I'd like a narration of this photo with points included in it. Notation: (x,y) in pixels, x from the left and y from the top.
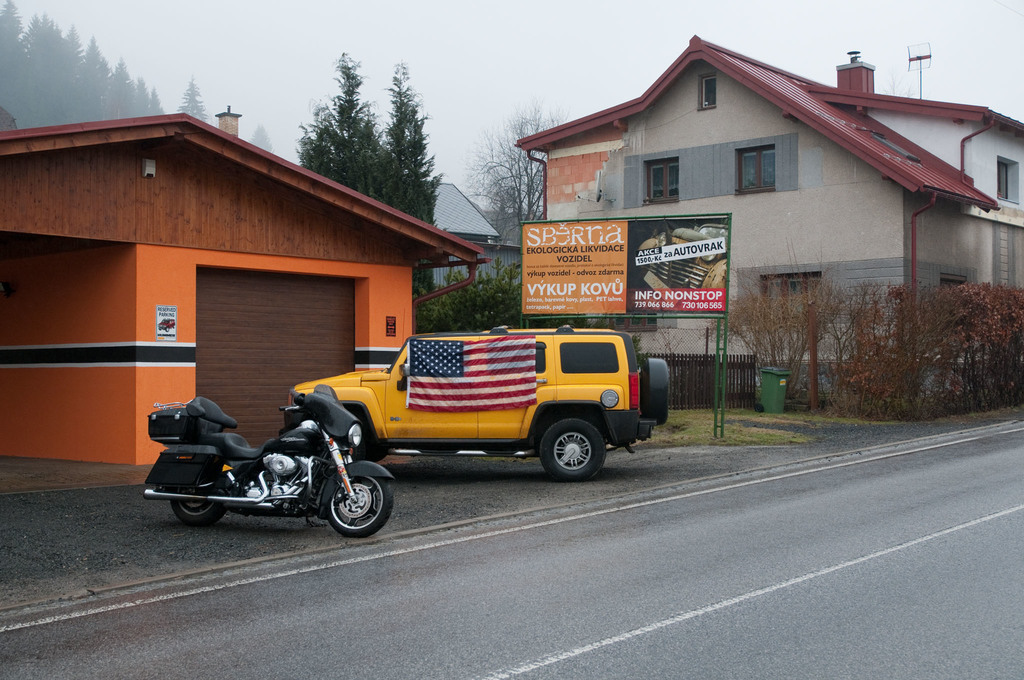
At the foreground of the image (749,555) there is road (640,580) on which there is motorcycle (263,480) which is of black color and yellow color car (457,416) to which a flag (481,388) is attached and at the background of the image (457,174) there are some houses (105,319), trees (451,282), board (582,273) and foggy sky (489,53).
